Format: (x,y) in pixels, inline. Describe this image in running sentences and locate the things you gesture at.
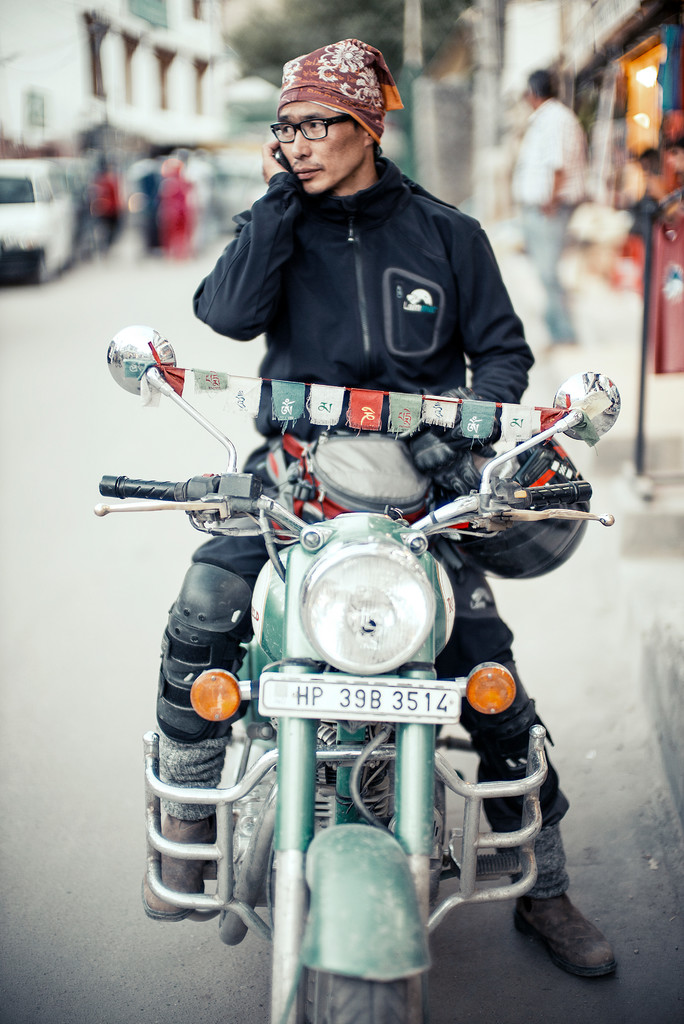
The person (343,291) wearing black jacket (355,282) is speaking in phone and sitting on a royal enfield bike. In background (117,157) there are cars (13,222) and buildings (555,56).
